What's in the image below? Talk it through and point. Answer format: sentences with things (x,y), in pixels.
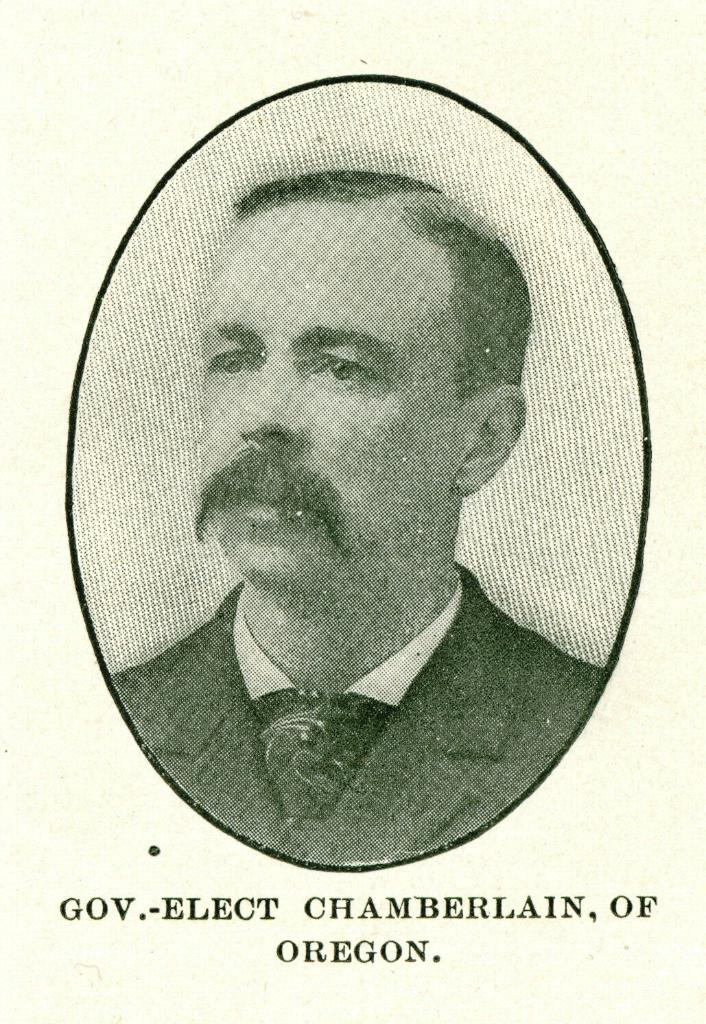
In the picture we can see a photograph (207,192) of a man (319,547) in a blazer (395,780) and a tie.
